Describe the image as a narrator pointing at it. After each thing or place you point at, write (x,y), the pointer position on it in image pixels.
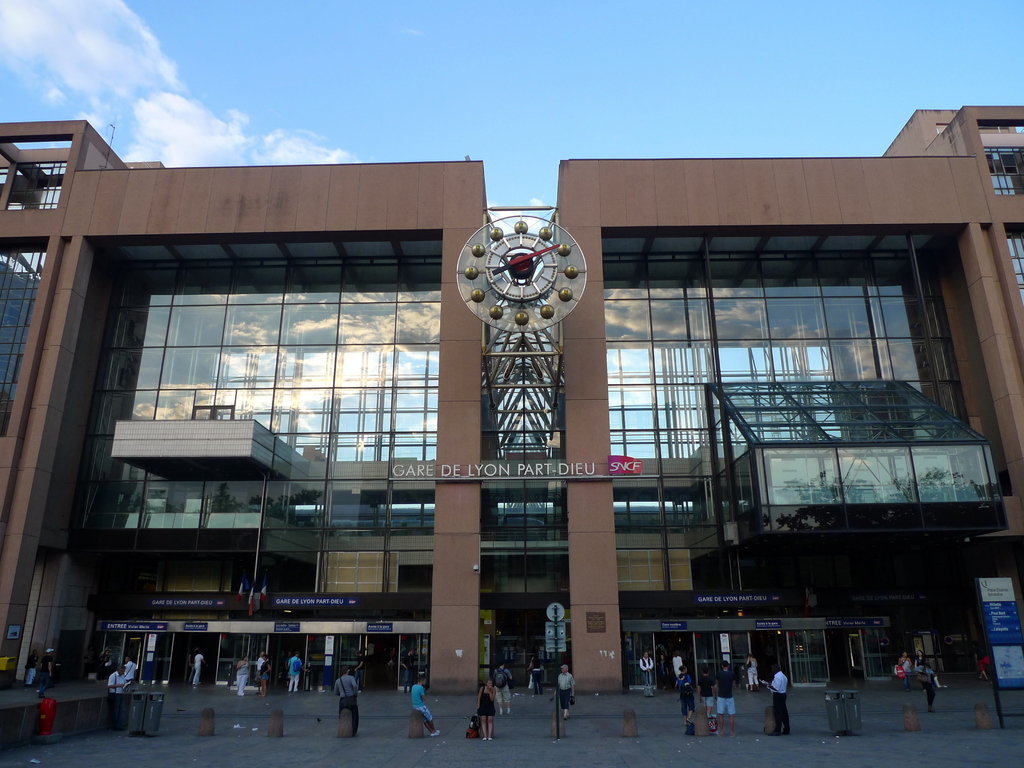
This is the picture of a building (849,392). In this image there is a building (573,455) and there is a text (520,475) on the building (848,431). In the foreground (979,588) there are group of people (780,709) standing and there are boards (990,629) on the poles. At the top (639,80) there is sky (514,87) and there are clouds (177,133). At the bottom (204,746) there is a road (544,720).
